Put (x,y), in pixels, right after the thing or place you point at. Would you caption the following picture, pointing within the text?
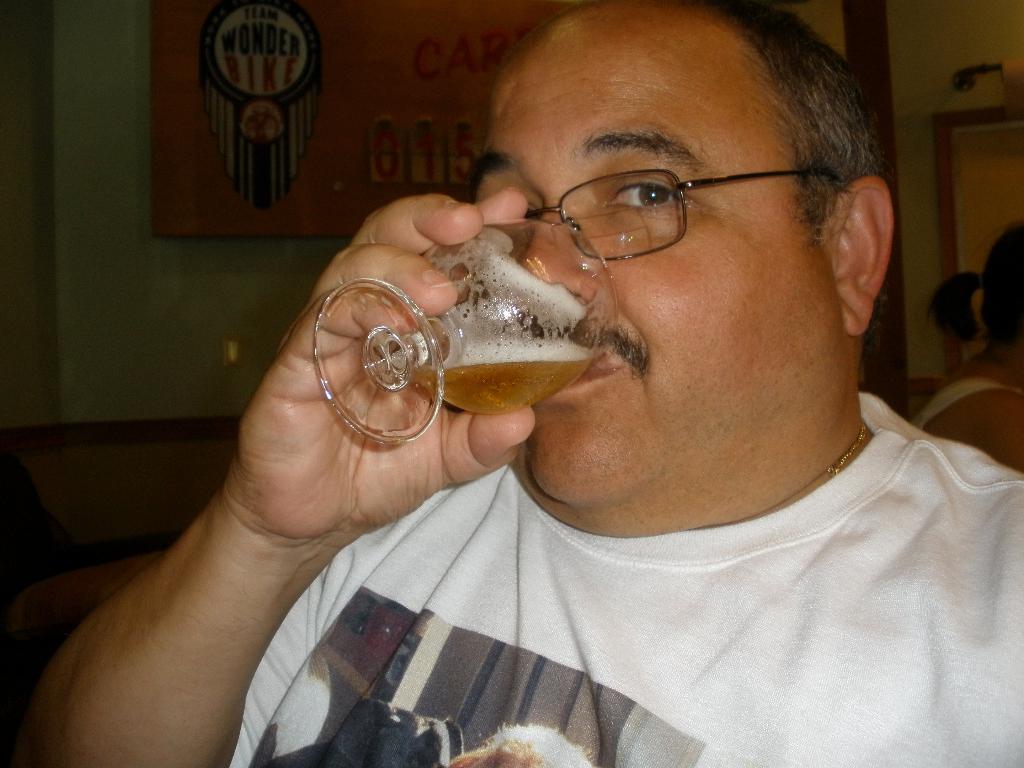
In this picture I can observe a man (394,612) wearing white color T shirt (503,630). He is drinking some drink (548,344) in the glass (472,398). The man (690,209) is wearing spectacles (599,194). In the background (13,354) I can observe a wall (74,382).
